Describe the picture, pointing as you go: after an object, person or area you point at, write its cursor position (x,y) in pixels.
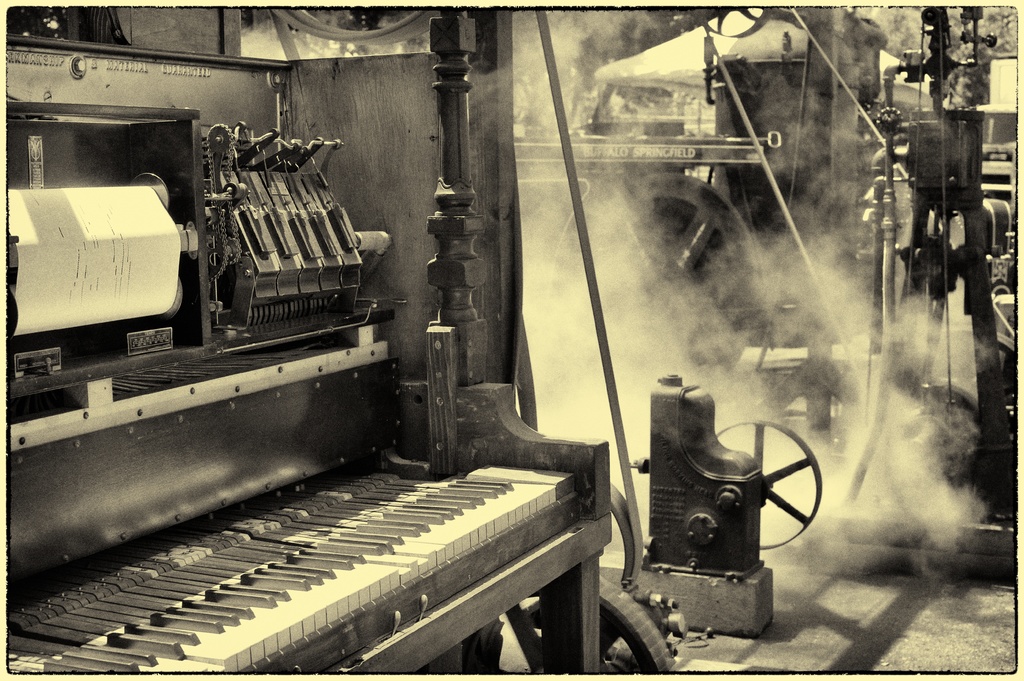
This is a piano (331,509). In this there are paper (94,250). And in the background (584,330) there are smoke (787,239) and some other equipment (791,153).
